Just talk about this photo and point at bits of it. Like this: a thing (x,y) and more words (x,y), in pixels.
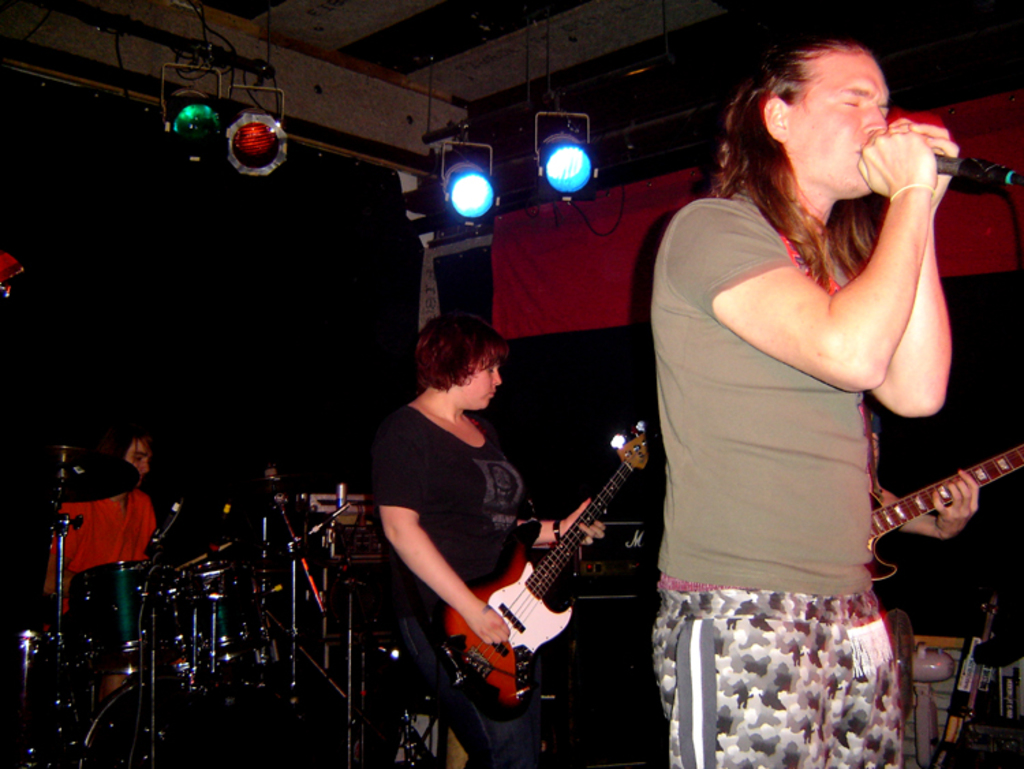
In this image i can see a man (860,356) is holding a microphone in his hand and another persons (466,522) are playing guitar (477,585) and drums (168,622).
